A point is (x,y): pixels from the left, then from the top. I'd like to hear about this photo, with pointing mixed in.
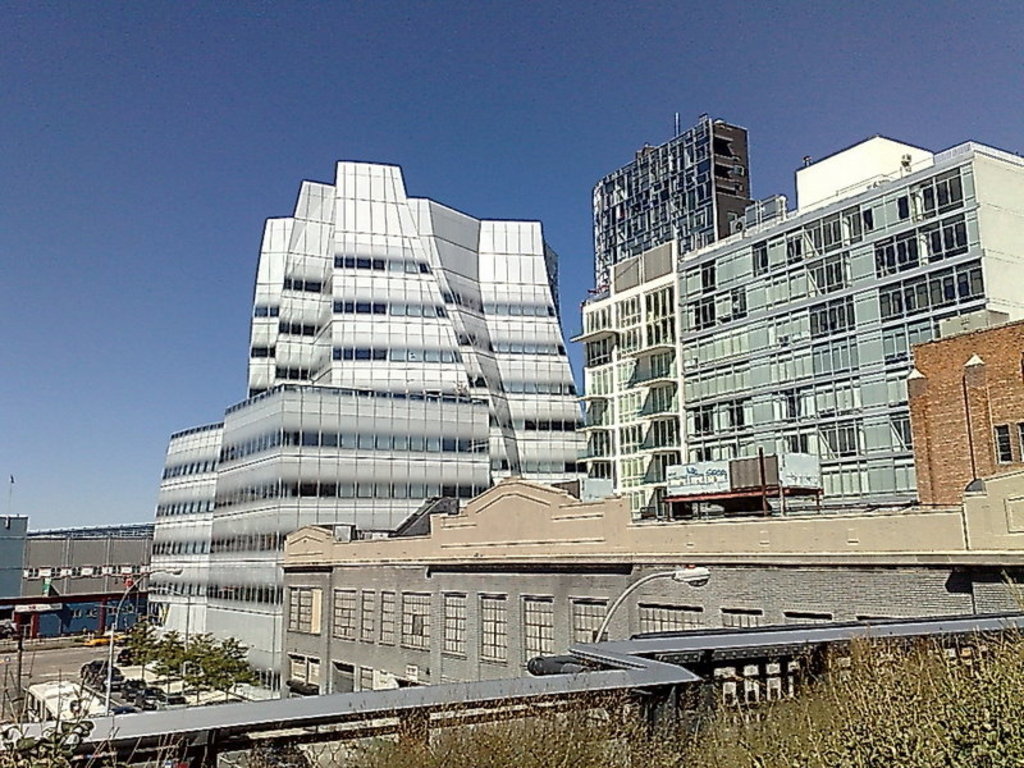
In the foreground of the image (629,741) we can see some plants (599,747), fencing (603,682), street lights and in the background of the image (443,487) there are some buildings (255,580), trees (235,644), some vehicles (90,674) parked and top of the image (85,194) there is clear sky (619,77).
